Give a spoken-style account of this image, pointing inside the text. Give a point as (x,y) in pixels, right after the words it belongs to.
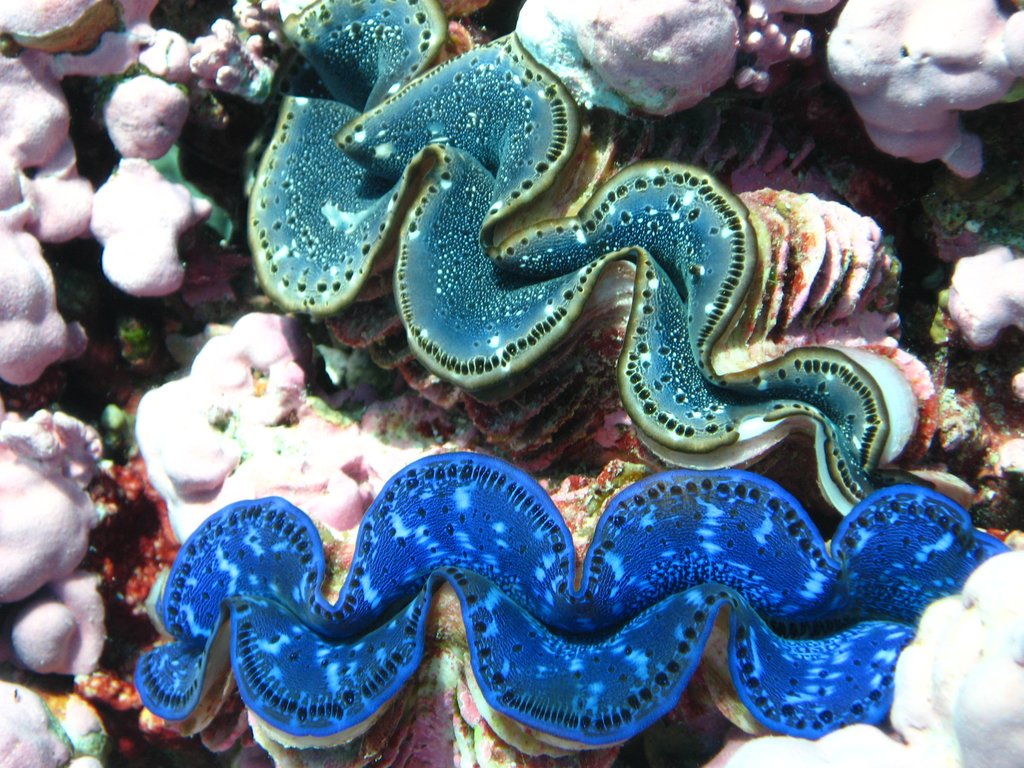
In this image it seems like there are marine species (525,382) in the middle (525,377). There are pink color objects (87,447) all around the image.
